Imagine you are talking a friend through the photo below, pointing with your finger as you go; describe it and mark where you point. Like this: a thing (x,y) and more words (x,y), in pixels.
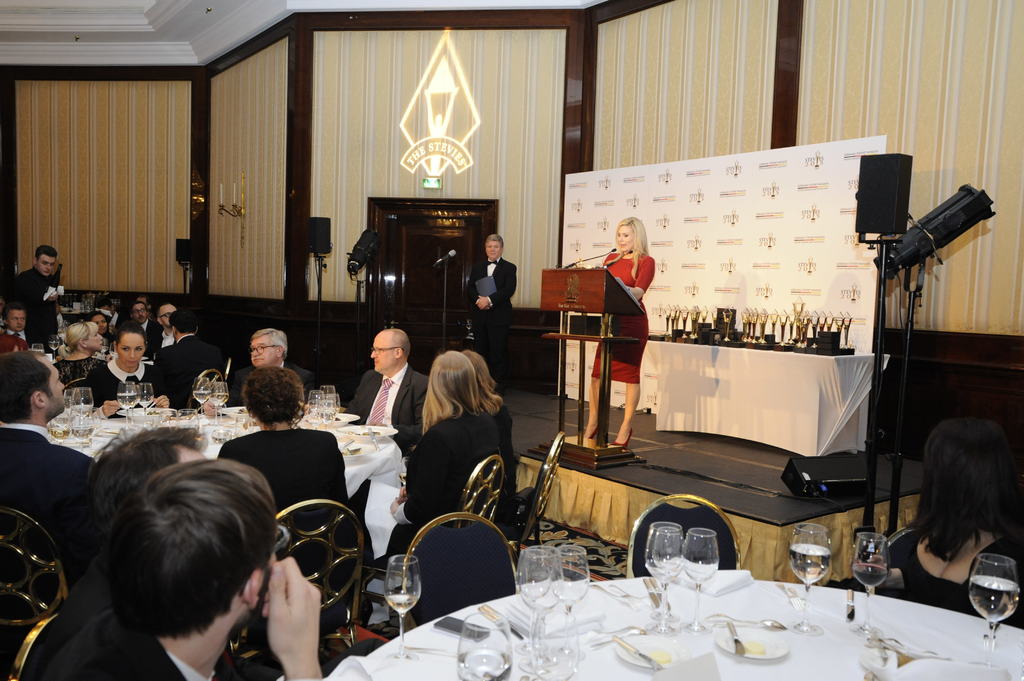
In the foreground of this image (699,619), there are glasses (713,560), forks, spoons (746,623), tissues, platters (740,634) on a table (690,652) around which there are chairs (501,532) and few people (272,577) sitting on it. In the middle (383,388), there are people (93,477) sitting around a table (308,424) on which there are platters (361,427), glasses (321,422) and few more objects (236,403). On the right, there is a woman (618,357) standing in front of a podium (563,270) on which there is a mic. Behind her, there are prizes (814,320) on a desk (813,367), a banner wall (783,237), lights (904,241), wall (978,257), a man (477,275) standing holding a black color object (481,288) and the door (427,234). In the background (102,328), there are few people (83,325) sitting and standing. At the top (117,55), there is ceiling (148,8).
